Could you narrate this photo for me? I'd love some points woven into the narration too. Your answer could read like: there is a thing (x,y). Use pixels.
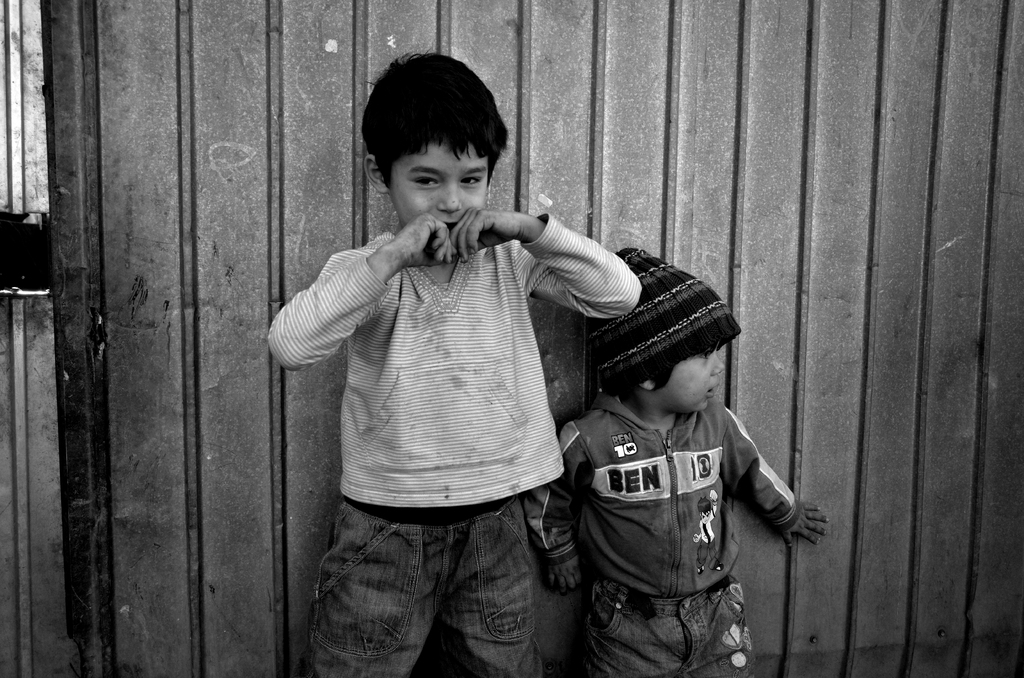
This is a black and white image. Here I can see two children (648,535) are standing. At the back of these children (413,540) there is a metal object (785,312) which seems to be a wall (703,237).
